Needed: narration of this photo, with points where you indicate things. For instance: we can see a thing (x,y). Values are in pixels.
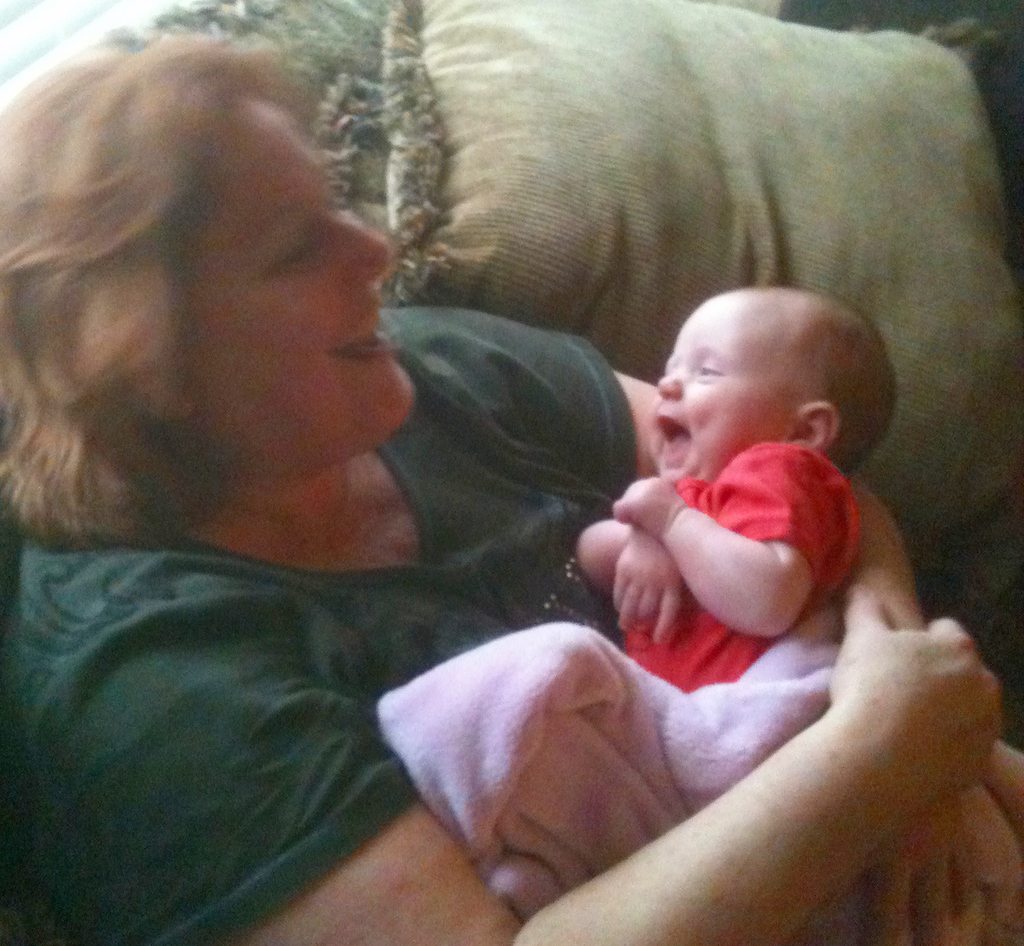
In the image we can see a woman (252,506) carrying a baby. The woman (305,614) and the baby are wearing clothes (368,754). Here we can see the pillow (648,194).
